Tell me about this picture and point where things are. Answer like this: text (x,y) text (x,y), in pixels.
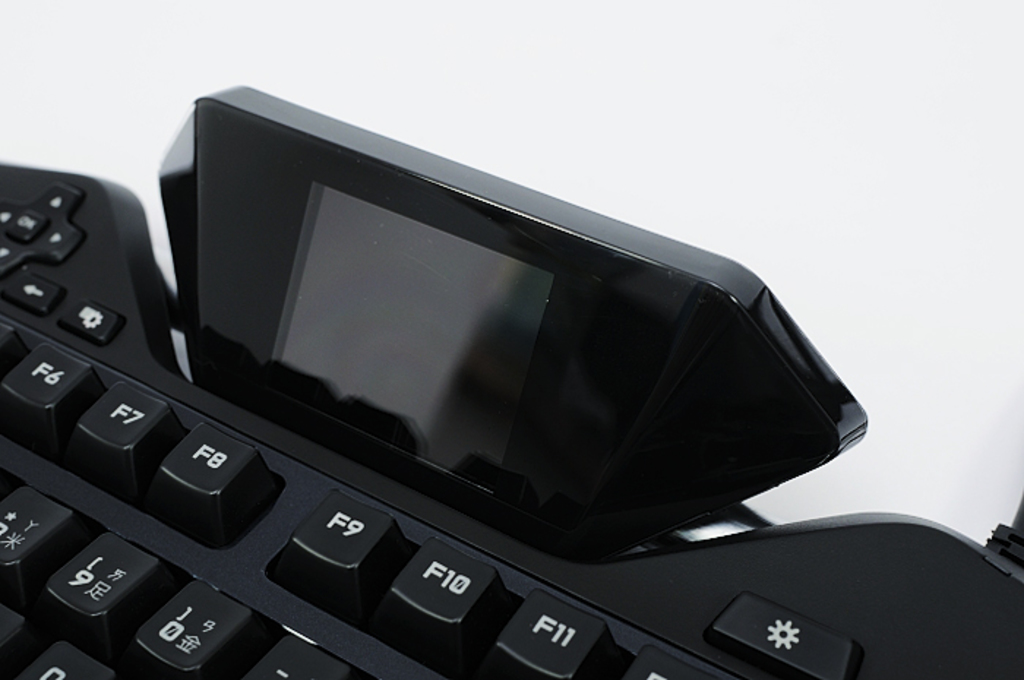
In this picture there is a keyboard (547,562) and there is an object (391,442) at the keyboard (44,449). There are numbers (549,638) and there are symbols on the buttons (373,553). At the back (807,82) there is a white background (835,221).
